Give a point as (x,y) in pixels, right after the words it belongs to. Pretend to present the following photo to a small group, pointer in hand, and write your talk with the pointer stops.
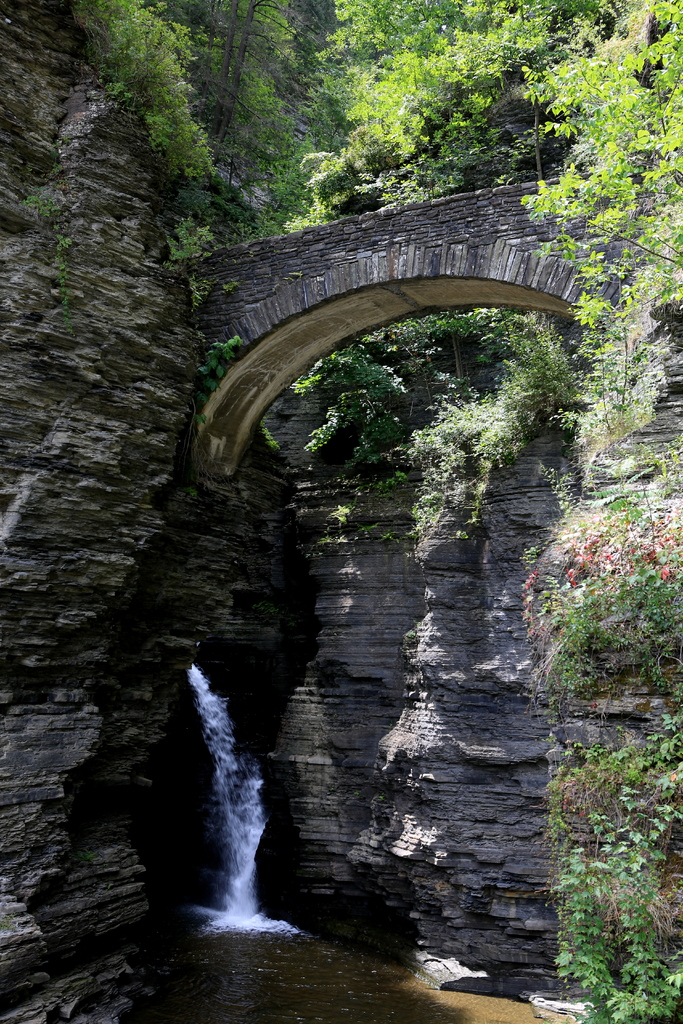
In this picture we can see water (267,992), few trees (374,191), rocks (378,887) and a bridge (297,338) over the water (236,861).
